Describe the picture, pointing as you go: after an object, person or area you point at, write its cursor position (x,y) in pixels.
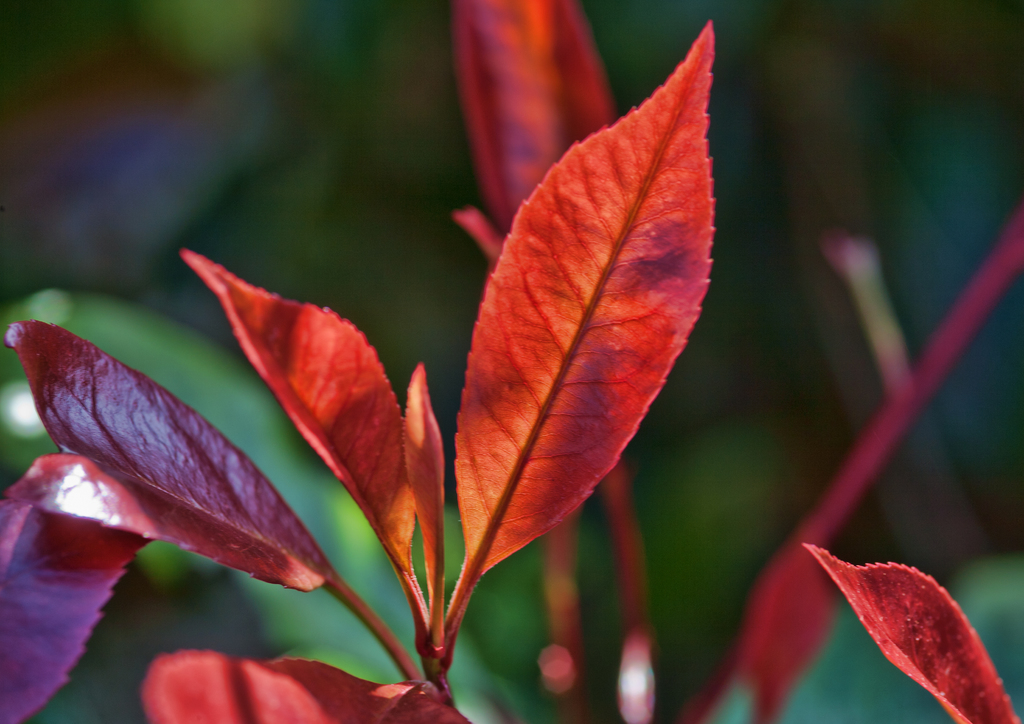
In this picture we can see there are colored leaves (521,525) and behind the leaves (341,356) there is blurred background (693,614).
